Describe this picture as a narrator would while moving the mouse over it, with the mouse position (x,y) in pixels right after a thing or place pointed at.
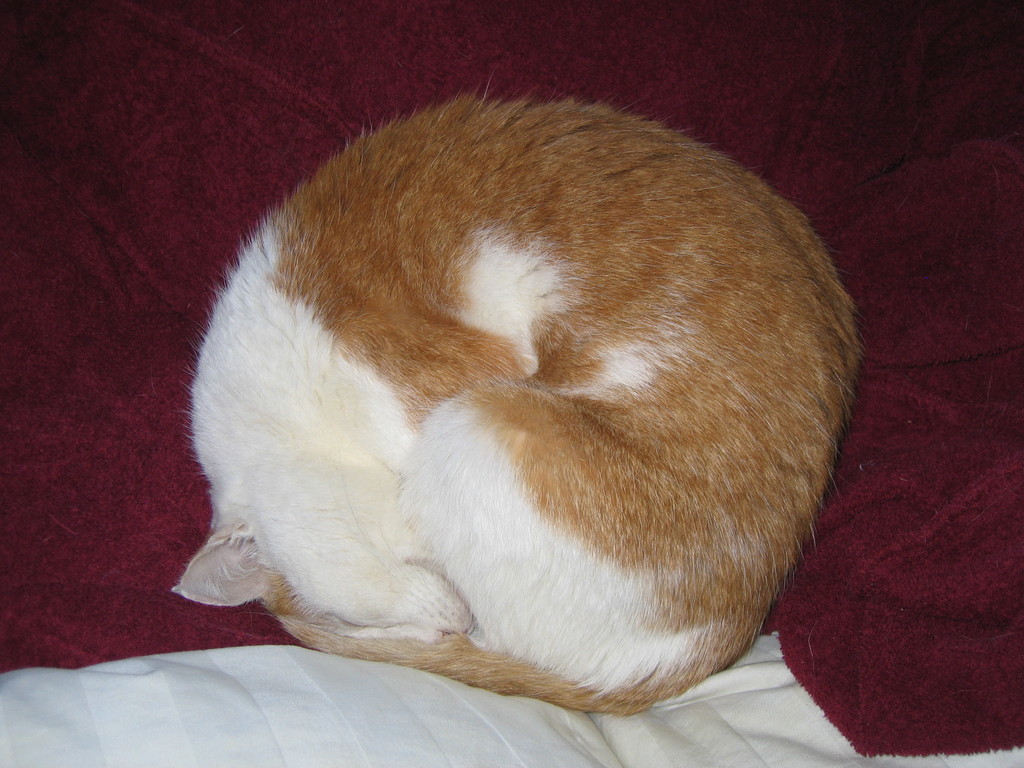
In this picture we can see a cat (249,490) and clothes (649,59).
